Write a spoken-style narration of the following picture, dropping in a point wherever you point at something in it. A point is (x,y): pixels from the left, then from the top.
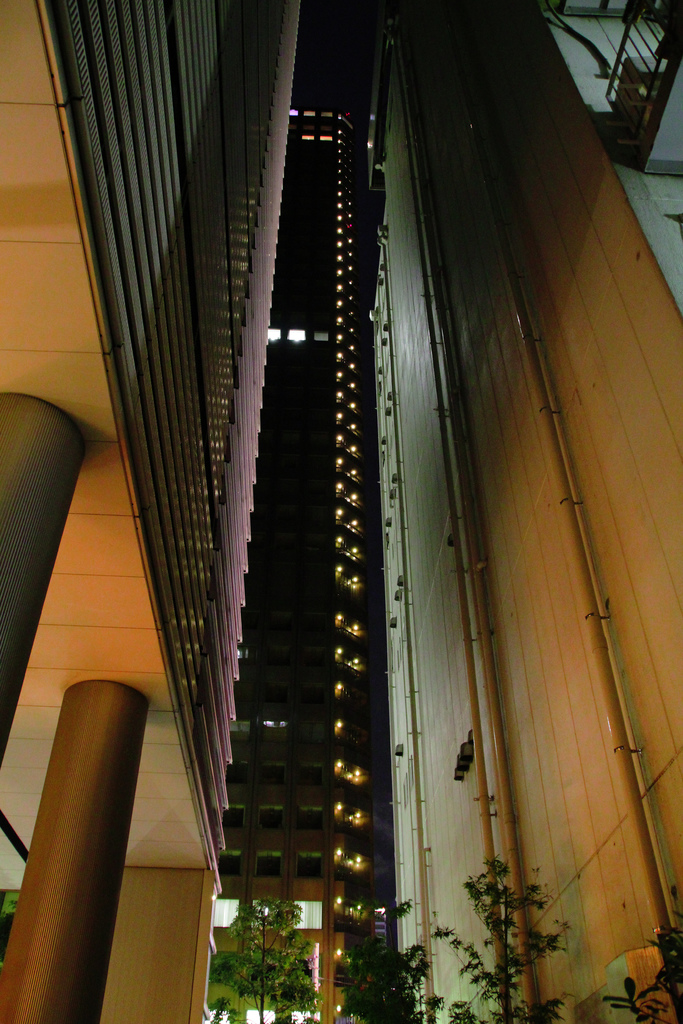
In this image we can see a building (215,653) with pillar (112,780), windows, pipes (596,603) and a wall (507,677). We can also see some plants (357,968).
